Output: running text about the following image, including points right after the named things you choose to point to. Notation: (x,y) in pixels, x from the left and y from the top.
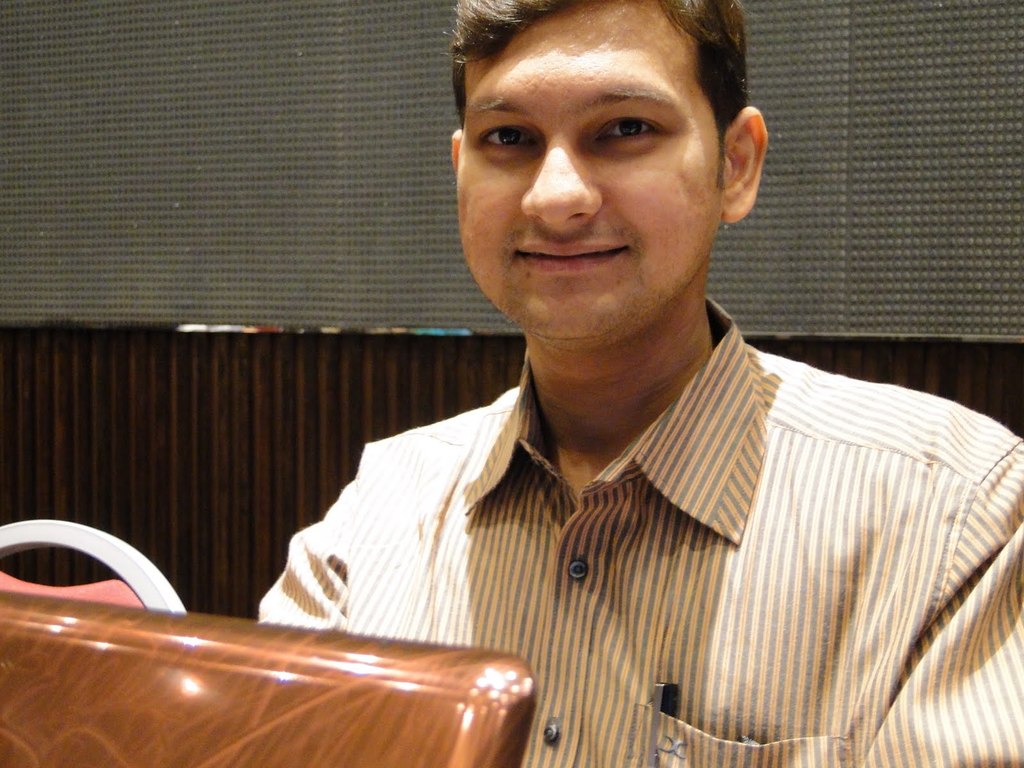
In the image we can see close up picture of a man (626,499) sitting, wearing clothes (662,552) and he is smiling. Here we can see the wooden wall (304,438) and the mesh (273,273).
